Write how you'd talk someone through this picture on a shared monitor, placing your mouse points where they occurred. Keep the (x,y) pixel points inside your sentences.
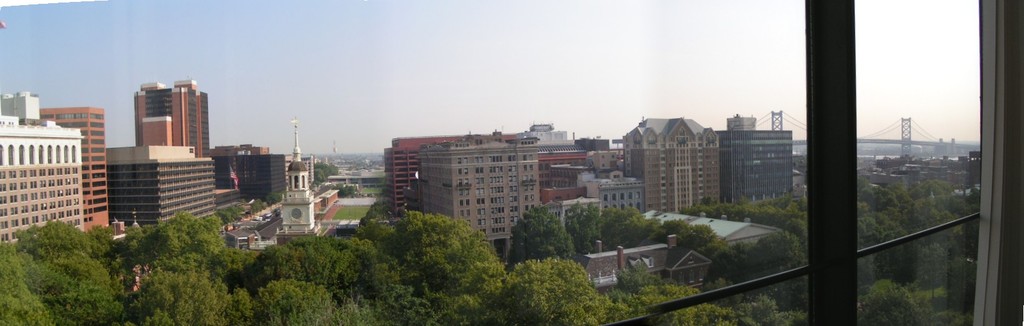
The image is taken from a building (820,167) there are a lot of trees (237,262) and in between the trees (113,243) there are many buildings (452,164) and towers (176,115), in the middle there is a clock tower (287,201) and behind the building (657,148) there is a bridge (904,155).
